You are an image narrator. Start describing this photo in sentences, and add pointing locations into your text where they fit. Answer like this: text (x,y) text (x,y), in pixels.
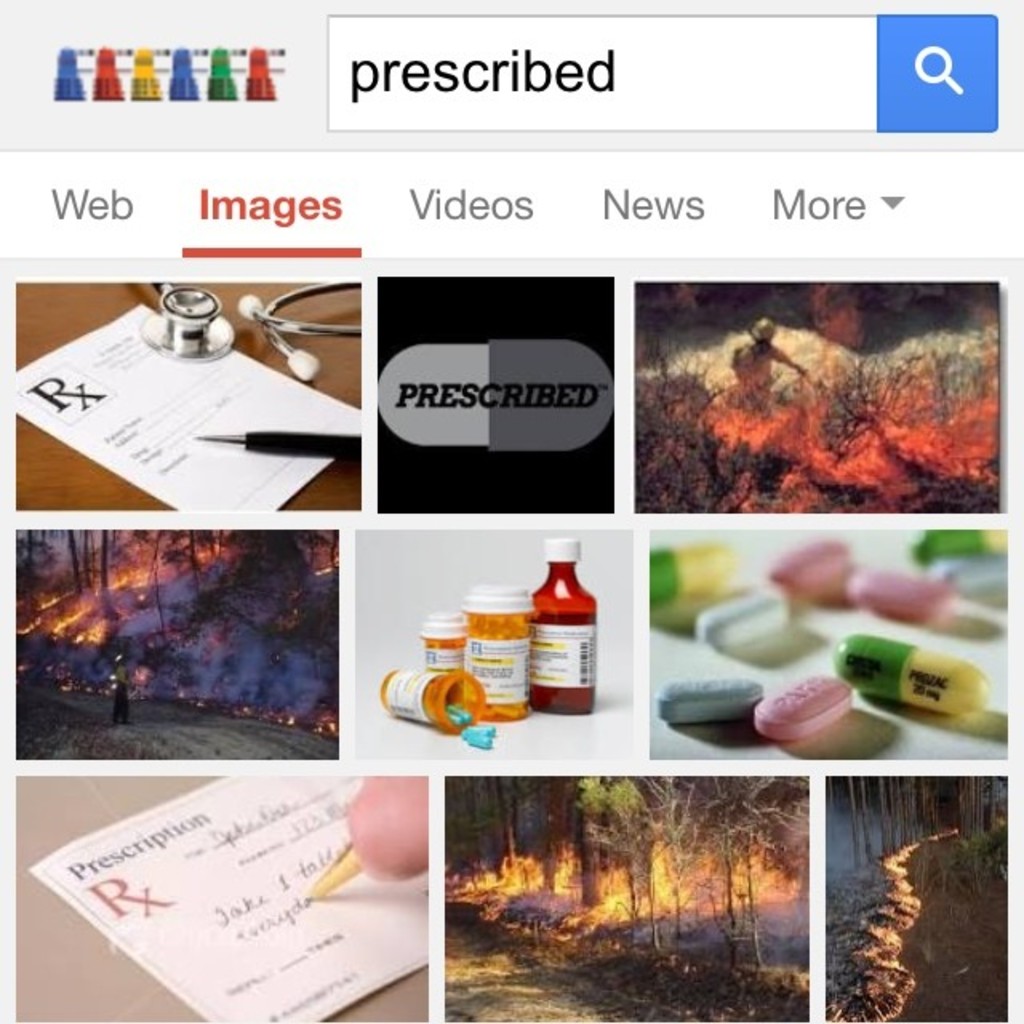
This is a page (379,343) with search icon (903,87). Also there are many other icons (837,204). And there are images of paper (207,445), stethoscope (182,333), pen (286,440). Also there is fire (762,421), medicines (804,573), bottles (568,642) and trees (648,841).
